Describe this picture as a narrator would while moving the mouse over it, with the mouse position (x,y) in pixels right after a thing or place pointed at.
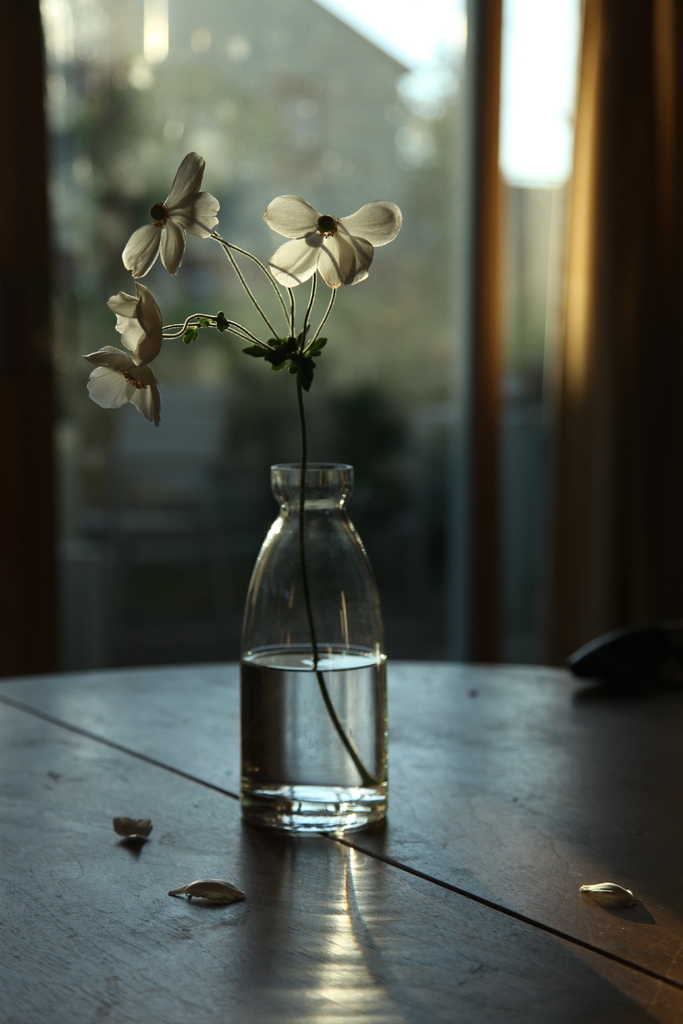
In the image we can see there is a table (337,974) on which there is a glass (308,715) and a water (356,688) filled in it. There is a flower plant (374,235) which is kept in the bottle (334,737).
